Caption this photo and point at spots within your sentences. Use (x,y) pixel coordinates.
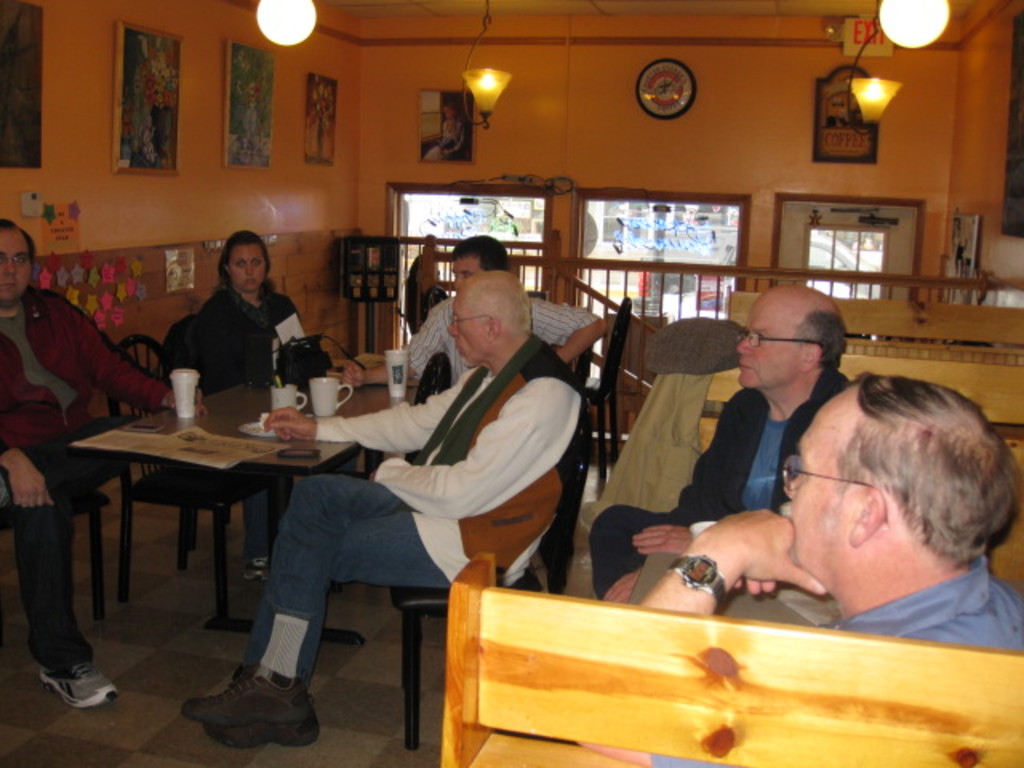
in this picture we can see a group of people (893,529) sitting on chairs (173,475) and in front of them on table (257,411) we have glasses (180,380), cups (314,386), bags (310,363) and in the background (262,165) we can see wall (204,97) with frames (455,125), clock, stickers (121,270) and fence (720,269) and from window (684,247) we can see a car (819,254).
